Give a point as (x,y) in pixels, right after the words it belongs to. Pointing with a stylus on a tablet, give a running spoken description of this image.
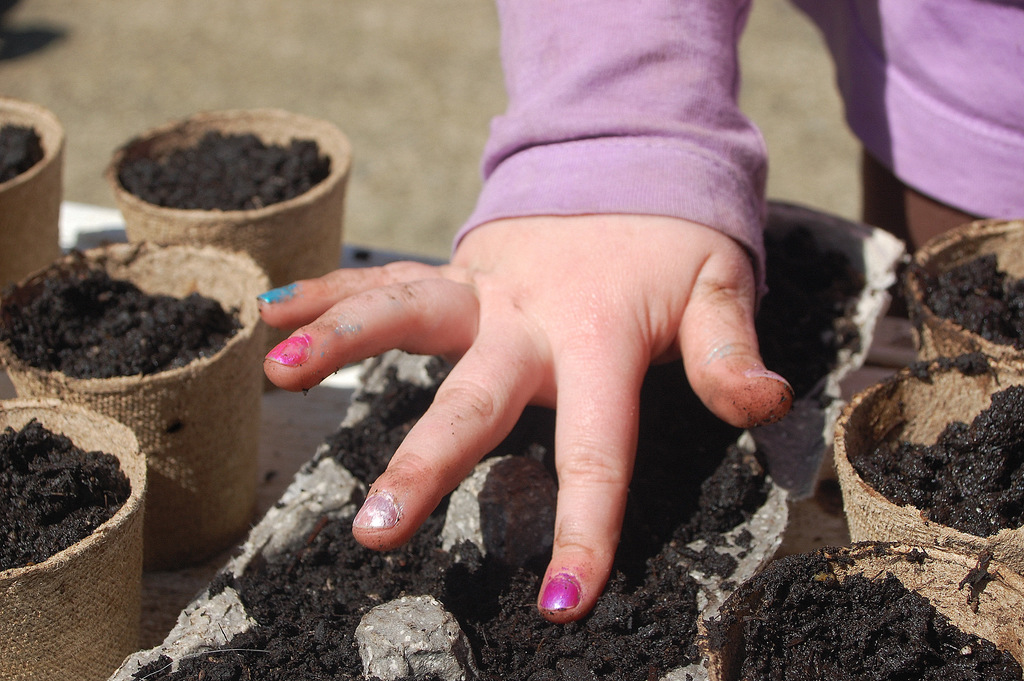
In this image I can see a person's hand (605,258) wearing pink colored dress (619,60), a egg tray (728,533) which is grey in color and few pots (82,606) which are brown in color. I can see a black colored object (121,303) in the pots (68,601) and the egg tray (458,540).
